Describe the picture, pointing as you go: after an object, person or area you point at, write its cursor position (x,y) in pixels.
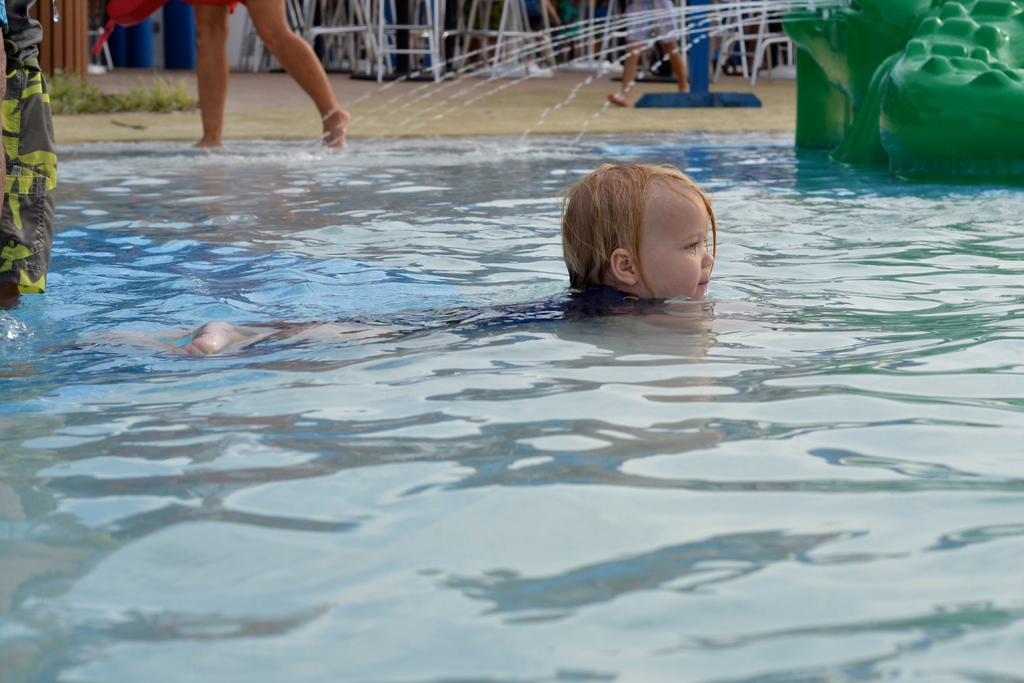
In this image we can see water (471,202), person (565,240) and other objects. In the background of the image (427,82) there are persons (221,50), grass (154,92) and other objects (426,59).
